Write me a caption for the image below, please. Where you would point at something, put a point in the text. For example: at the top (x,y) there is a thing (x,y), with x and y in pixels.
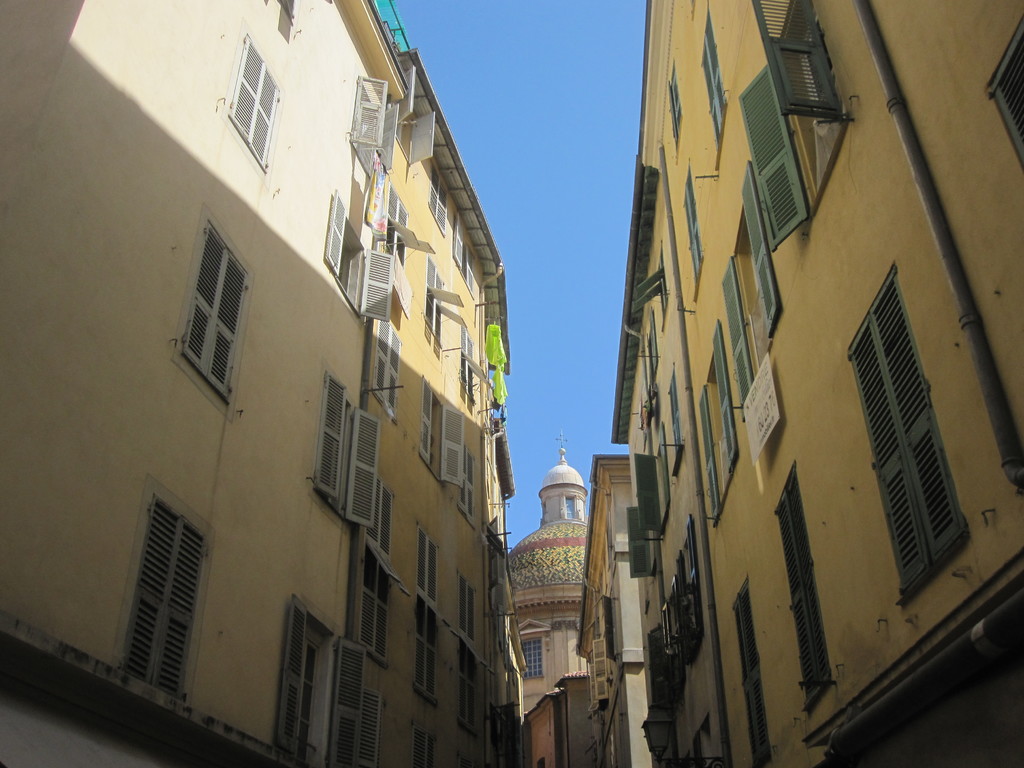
In this image I can see buildings (496,530) which has windows (795,155) and pipes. In the background (595,183) I can see the sky (602,181).
